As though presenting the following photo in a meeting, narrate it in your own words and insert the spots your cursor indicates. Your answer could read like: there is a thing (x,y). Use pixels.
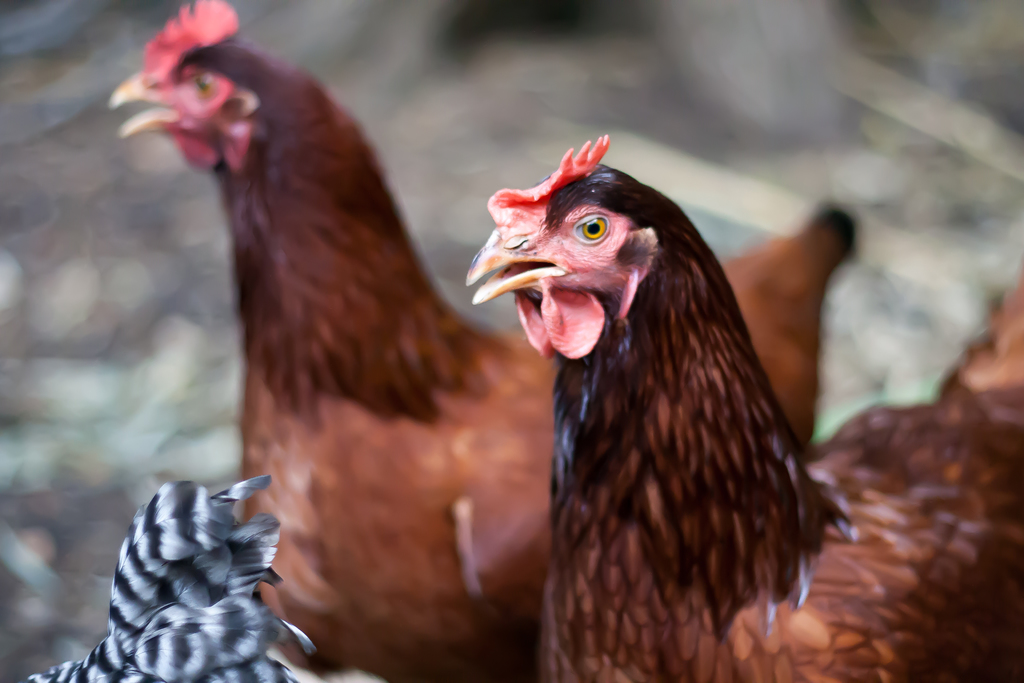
In this image in the foreground (492,355) there are two hens (486,397) and there is a blurry background (89,399), at the bottom (135,650) there are feathers (173,606).
